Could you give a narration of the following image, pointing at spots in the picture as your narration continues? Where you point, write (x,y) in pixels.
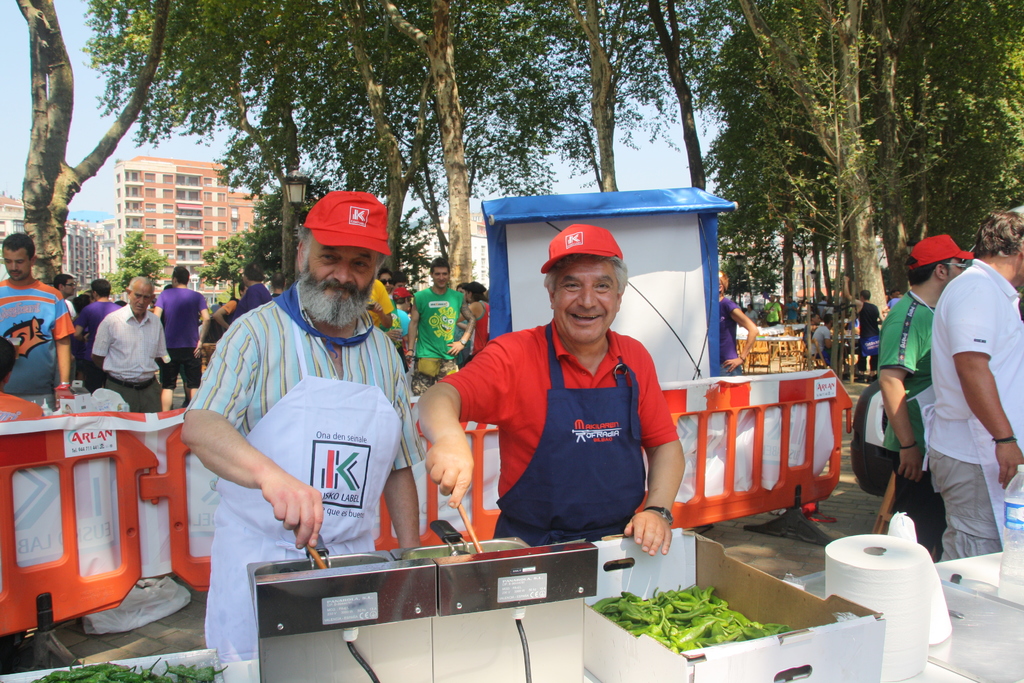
In the image we can see in front (362,424) there are people (538,386) standing and they are cooking. There are other people (187,322) standing at the back (472,89) and there are lot of trees (413,151). Behind there are buildings (199,223).
